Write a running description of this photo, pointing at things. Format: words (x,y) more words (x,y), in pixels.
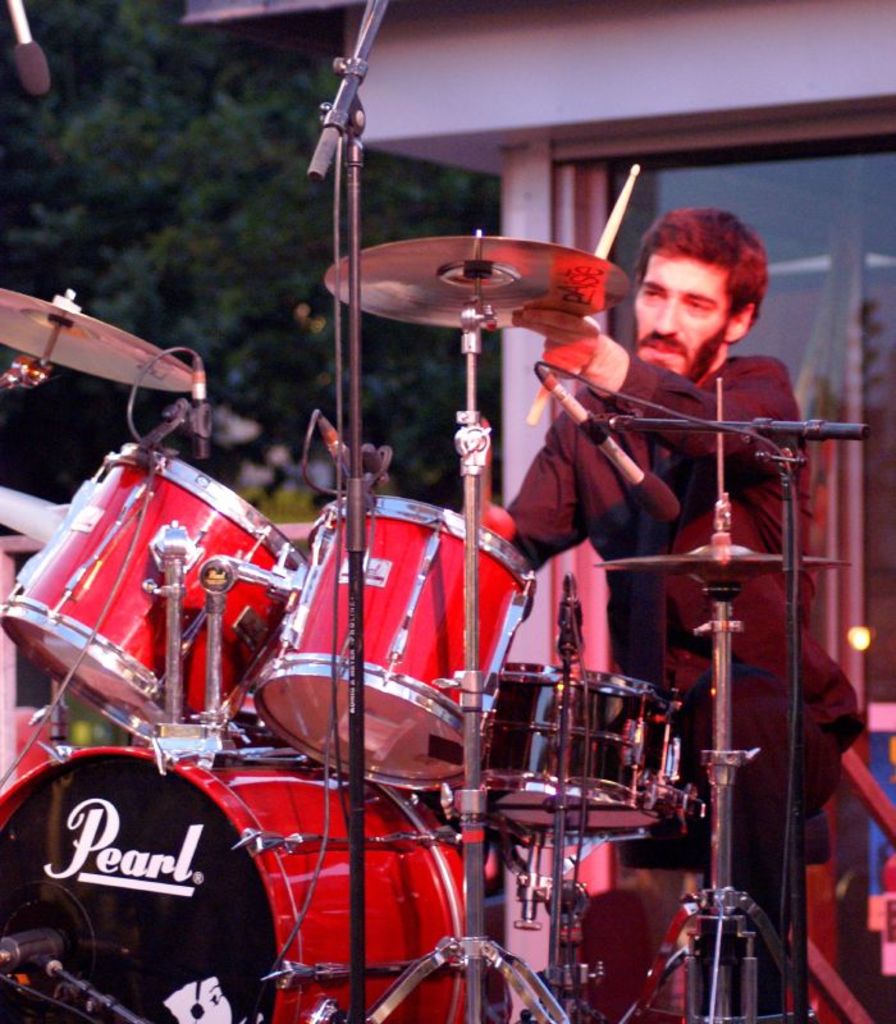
In this picture, we see the man (768,512) is sitting on the chair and he is holding the sticks (636,165) in his hands (582,327). In front of him, we see the musical instruments (395,576). I think he is playing the drums (253,838). Behind him, we see a building (580,53) in white color. It has the glass windows (794,234). In the background (196,240), we see the trees (190,304).
